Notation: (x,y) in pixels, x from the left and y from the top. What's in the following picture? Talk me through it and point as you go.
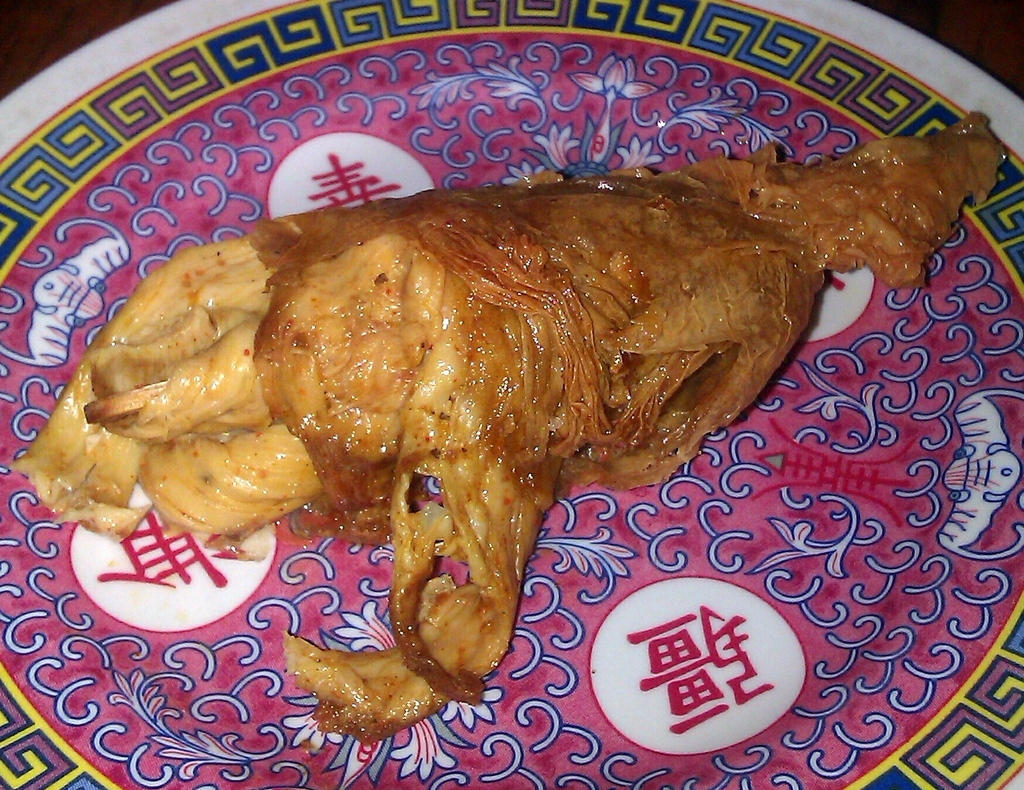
In the center of this picture (451,378) we can see a platter (222,695) containing some food item (538,295).
